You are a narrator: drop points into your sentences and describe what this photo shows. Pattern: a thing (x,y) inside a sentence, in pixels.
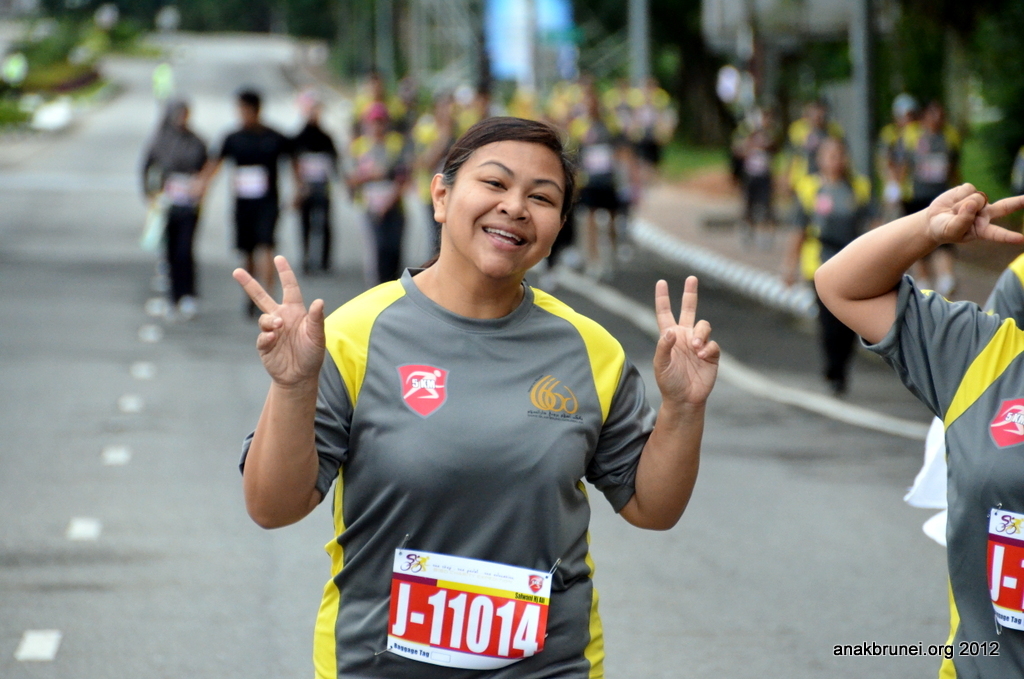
There is a lady (392,392) wearing chest number (448,582) is smiling. There is a road (419,229). In the back (373,134) there are many people (750,122). And it is blurred in the background (116,346). There is a watermark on the right corner (860,642).
